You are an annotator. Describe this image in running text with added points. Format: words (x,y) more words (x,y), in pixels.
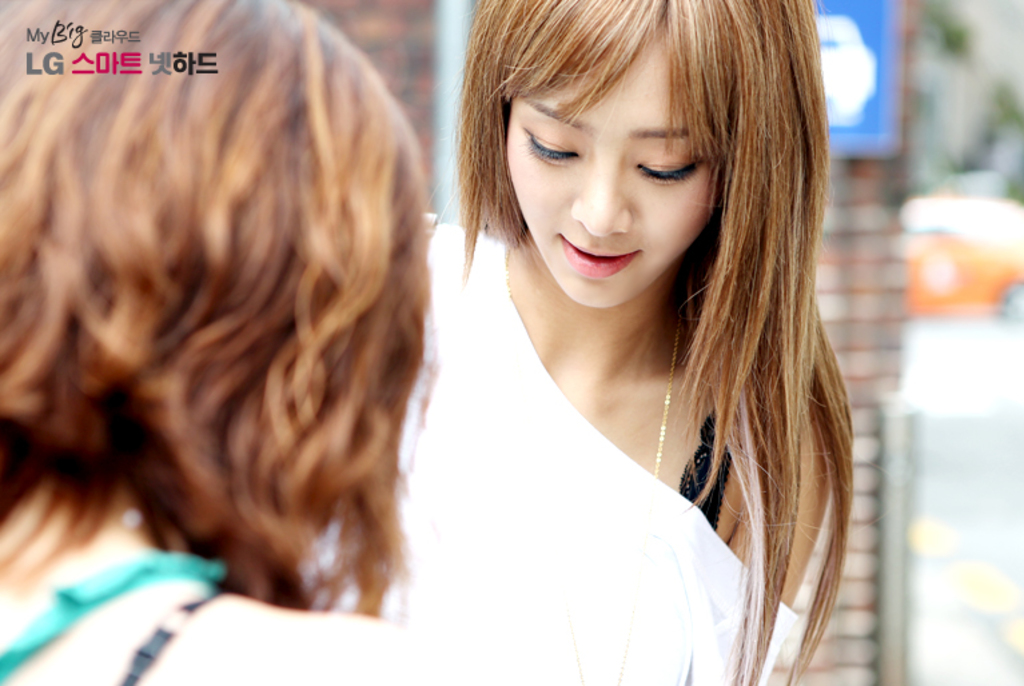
In the image it seems like there are two women (423,316) and there is some text (101,64) at the top left corner of the image (86,59).
